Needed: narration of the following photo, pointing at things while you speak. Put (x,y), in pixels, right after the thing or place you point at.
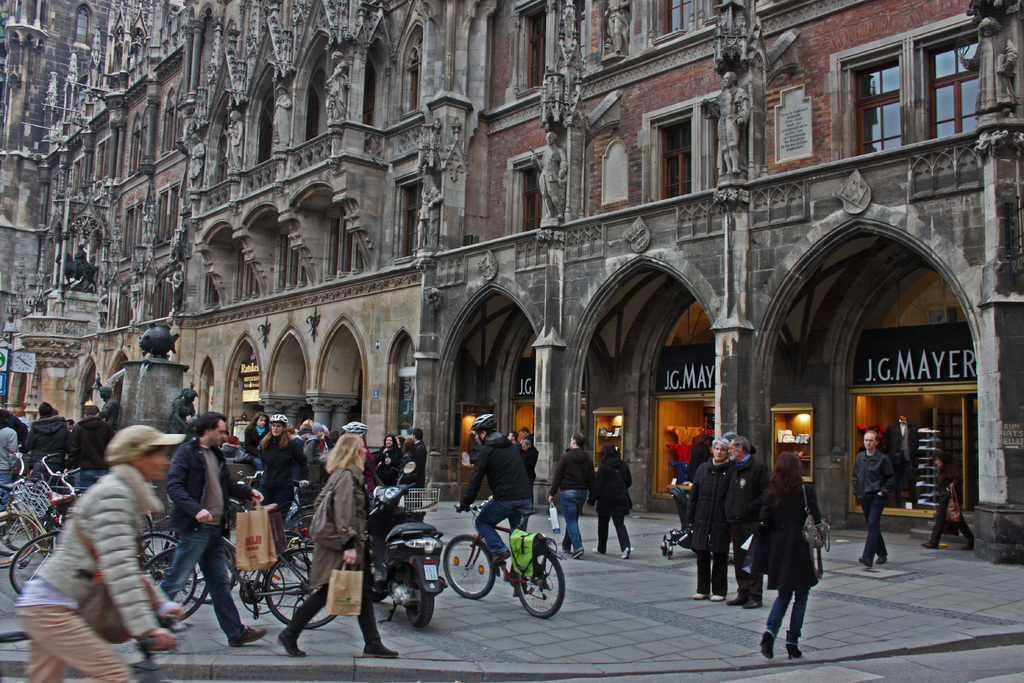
In this picture there are some people (108,553) walking and some of them were riding bicycles (511,532) on the road (583,546). In the background (459,314) there is a large building (506,198) with some Windows (414,74).
